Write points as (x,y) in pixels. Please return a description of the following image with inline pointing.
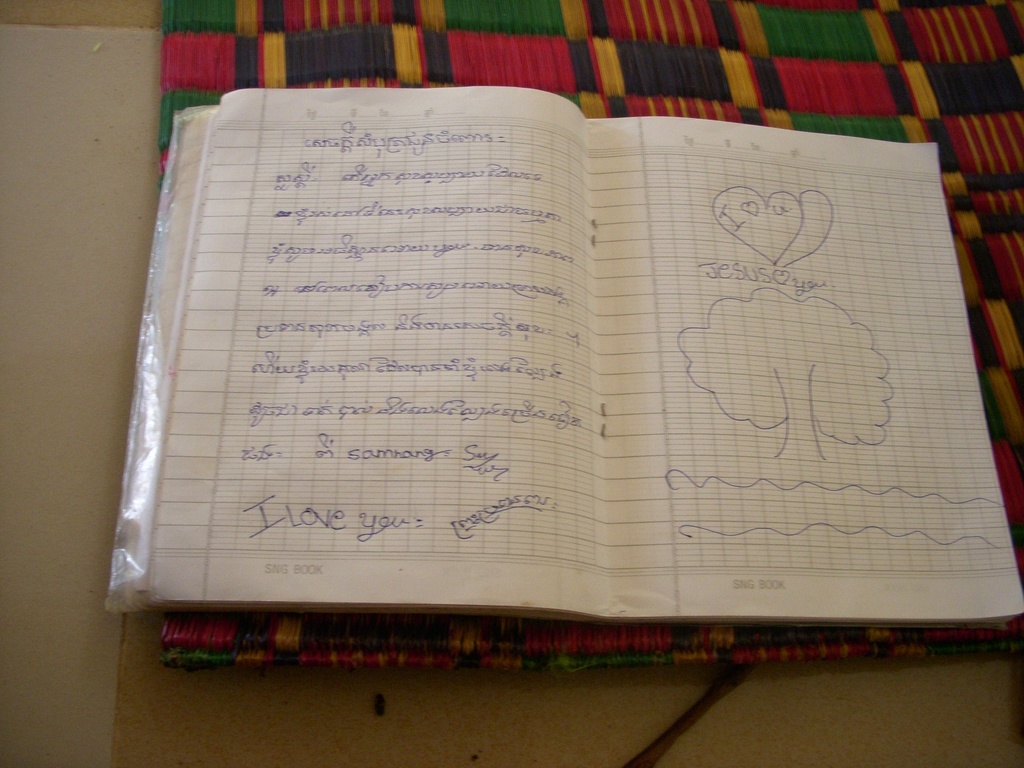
In this image we can see an opened notebook (397,407) and some text (354,407) written on it and is placed on the mat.
